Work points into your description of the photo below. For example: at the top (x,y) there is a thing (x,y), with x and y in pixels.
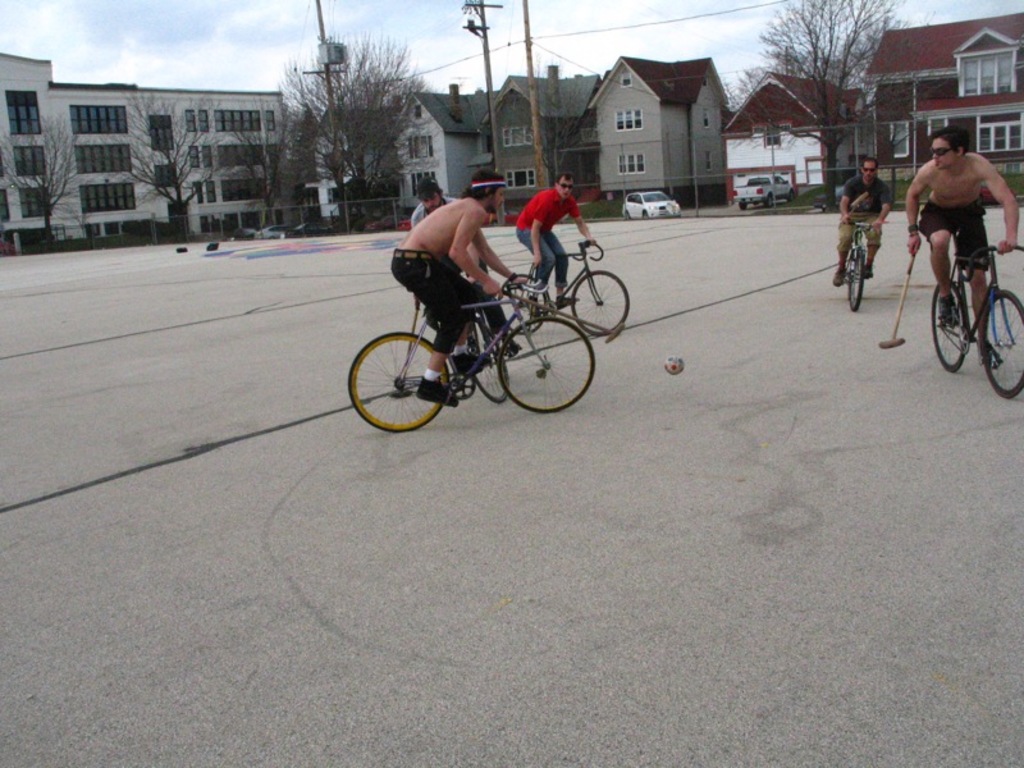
In this image there are group of persons (431,371) riding the bicycle (418,340) by kicking the ball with the bat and at the back ground (219,102) there are building (194,175), tree (297,151), pole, car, house (749,168).
